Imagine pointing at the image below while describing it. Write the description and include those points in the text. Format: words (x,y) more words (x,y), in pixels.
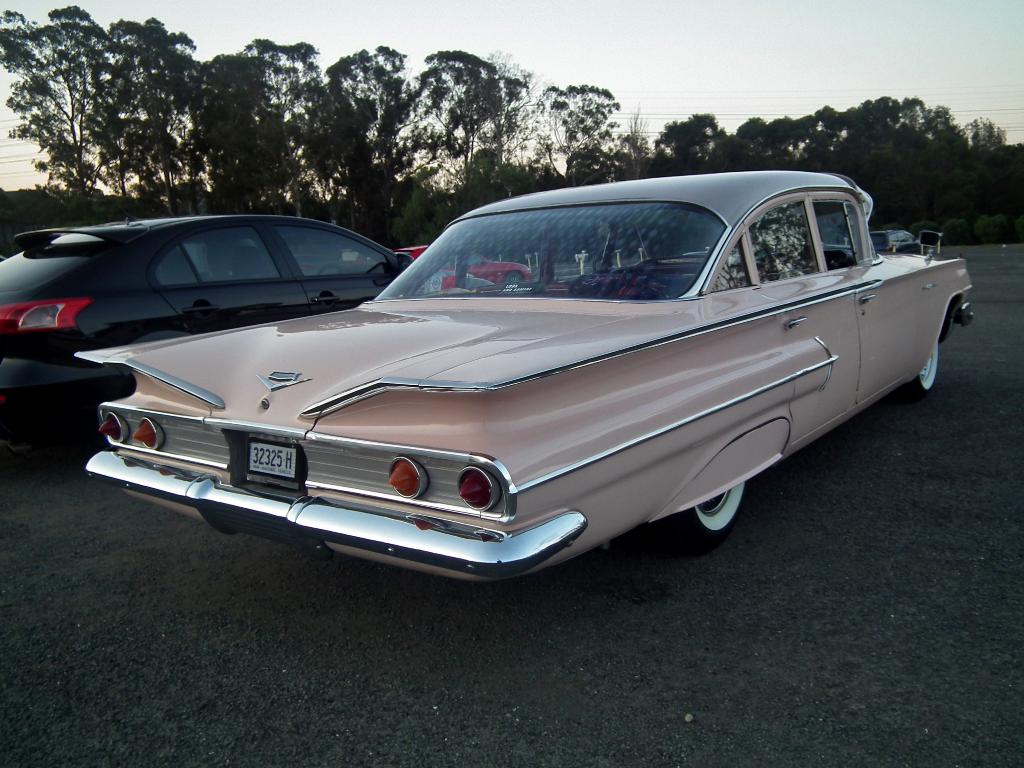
In the center of the image (505,404) there are cars (540,382). In the background of the image (365,101) there are trees (167,88). At the top of the image (652,67) there is sky (709,67).
